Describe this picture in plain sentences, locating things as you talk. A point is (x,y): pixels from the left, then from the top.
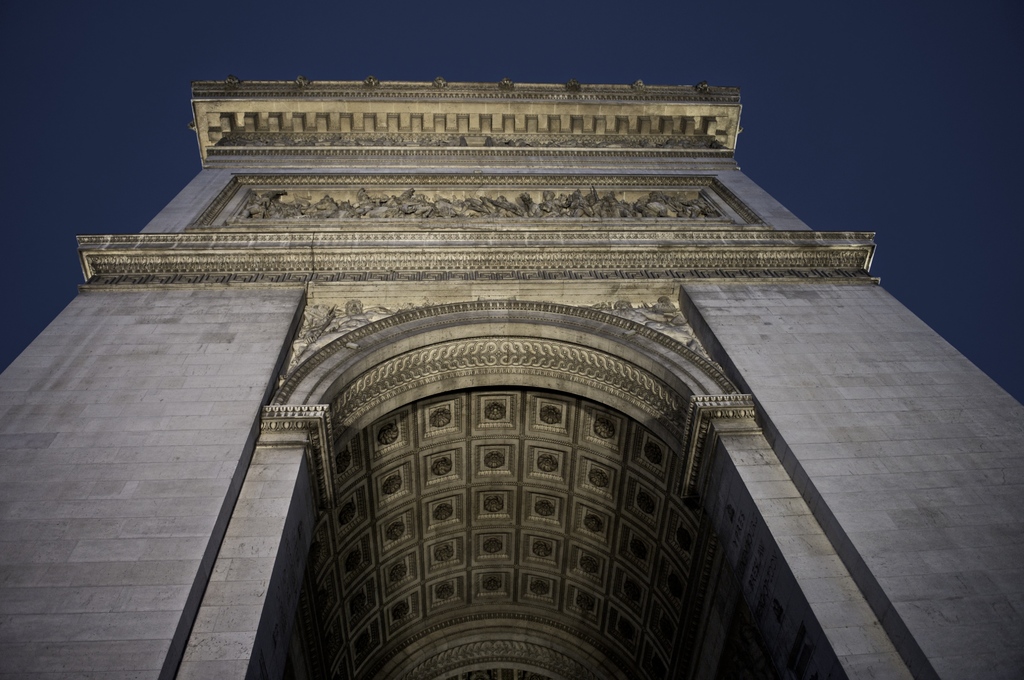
In the picture we can see a gateway (393,447) with sculptures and designs (611,279) on it and behind it, we can see a sky (906,20) which is blue in color.
